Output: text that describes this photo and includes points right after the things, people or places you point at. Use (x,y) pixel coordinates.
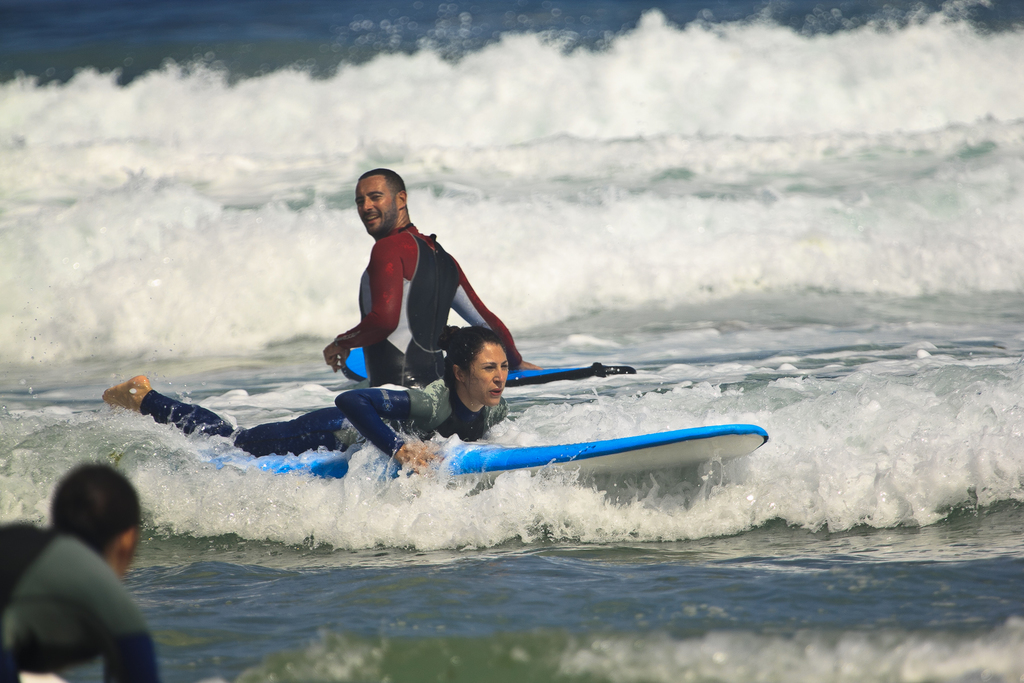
The picture is taken on the sea (686,270) where one woman (487,337) is surfing on the board (484,468) wearing blue suit (289,438) and one man (410,295) is standing and holding board (581,375) and there is water (548,218) in the picture.
